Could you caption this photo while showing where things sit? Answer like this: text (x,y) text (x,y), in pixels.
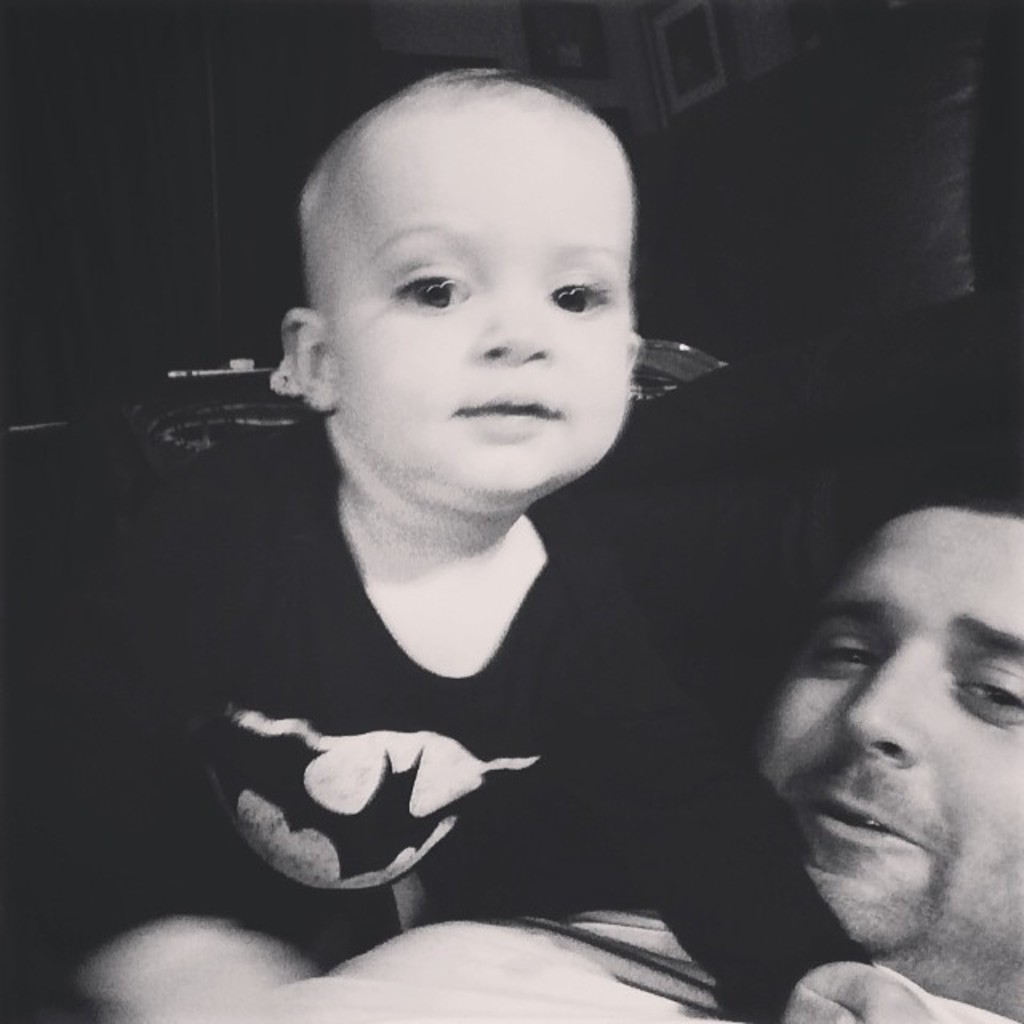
In this image I can see a person (859,906) and a kid (233,826). There are photo frames (583,47) attached to the walls (628,32). Also there are some objects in the background (208,411).
